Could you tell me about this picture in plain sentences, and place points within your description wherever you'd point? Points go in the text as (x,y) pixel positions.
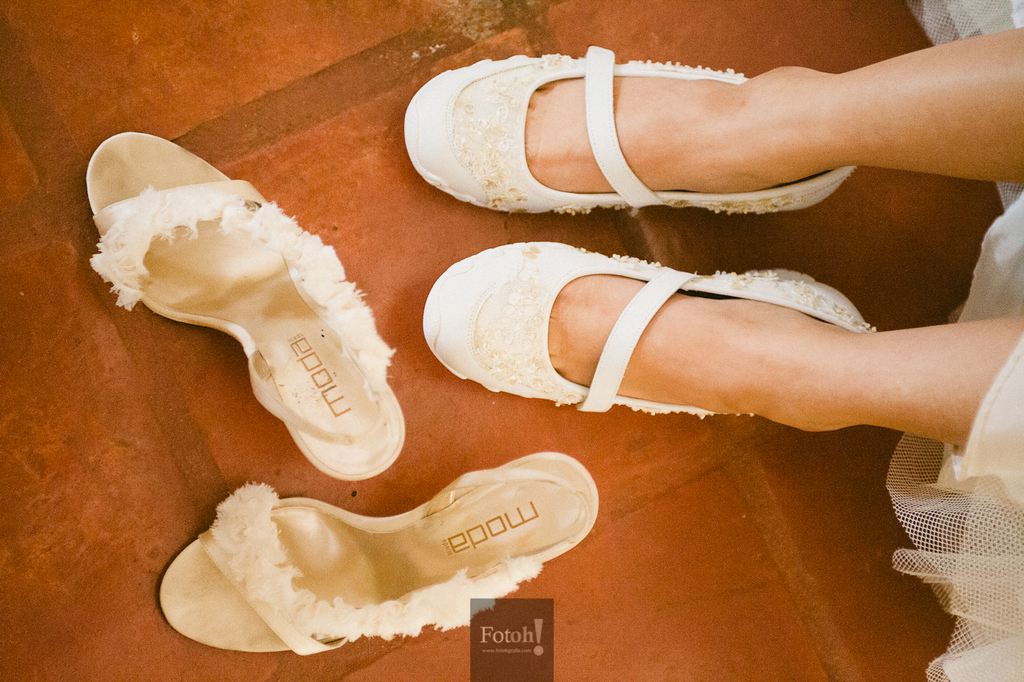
In this image I can see the legs (663,175) of a person (772,148). I can see foot wears (282,353) on the floor (295,139).
